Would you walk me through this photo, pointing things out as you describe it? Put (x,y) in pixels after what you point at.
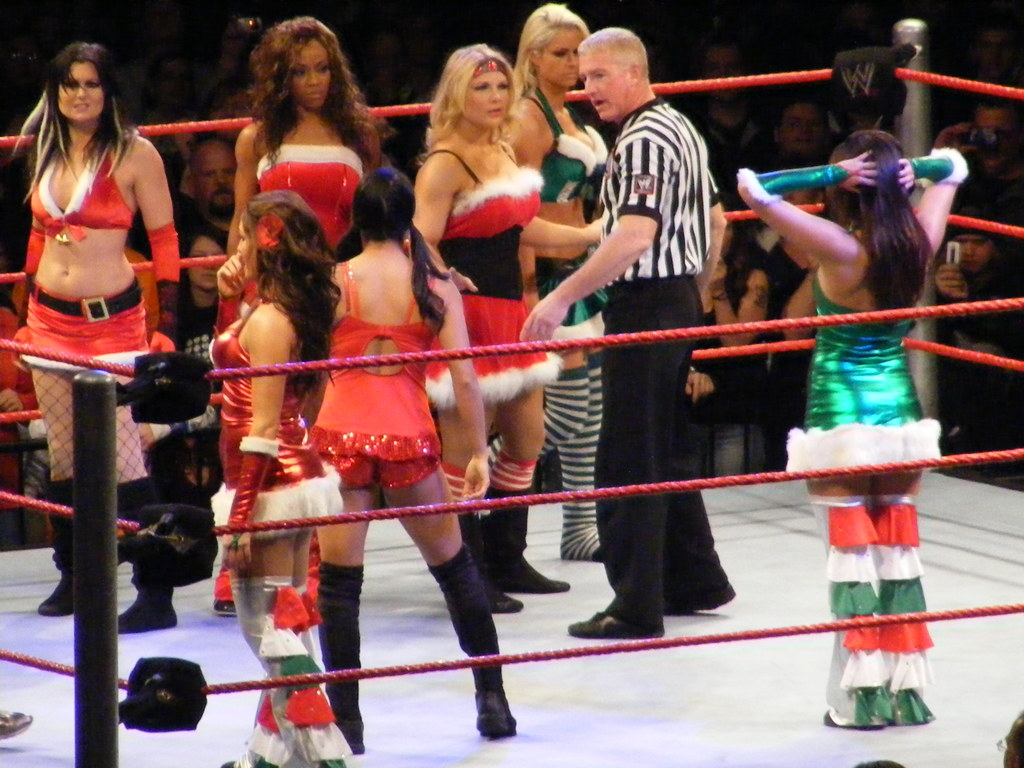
In this image we can see a group of people (453,335) standing on the stage (402,539) and a few people (719,100) standing below the stage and a person (994,154) is clicking picture with camera (985,140) and a person (970,262) is holding an object (955,257).
